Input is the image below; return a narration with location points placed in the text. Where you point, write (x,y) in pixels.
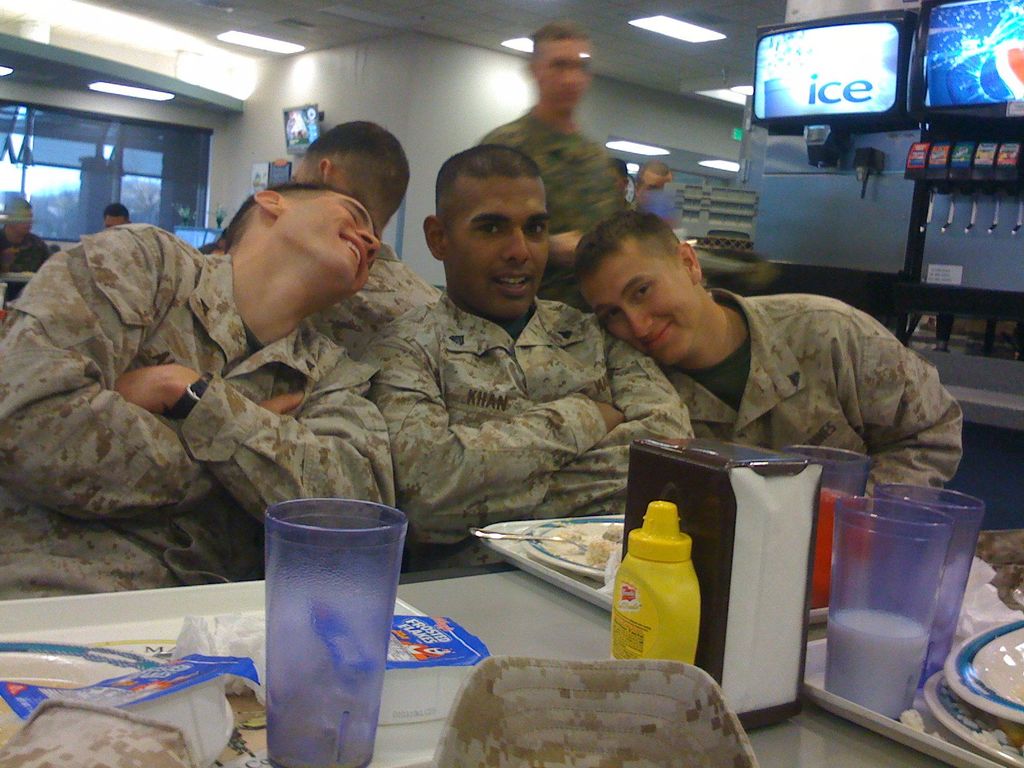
Few people (471,351) sitting and this man (591,195) standing, in front of these people (274,450) we can see glasses (374,568), trays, plates (33,647), food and objects (559,714) on the table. In the background (117,186) we can see wall (460,79), people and glass window (176,133). Right side of the image (989,285) we can see machines (791,121).
